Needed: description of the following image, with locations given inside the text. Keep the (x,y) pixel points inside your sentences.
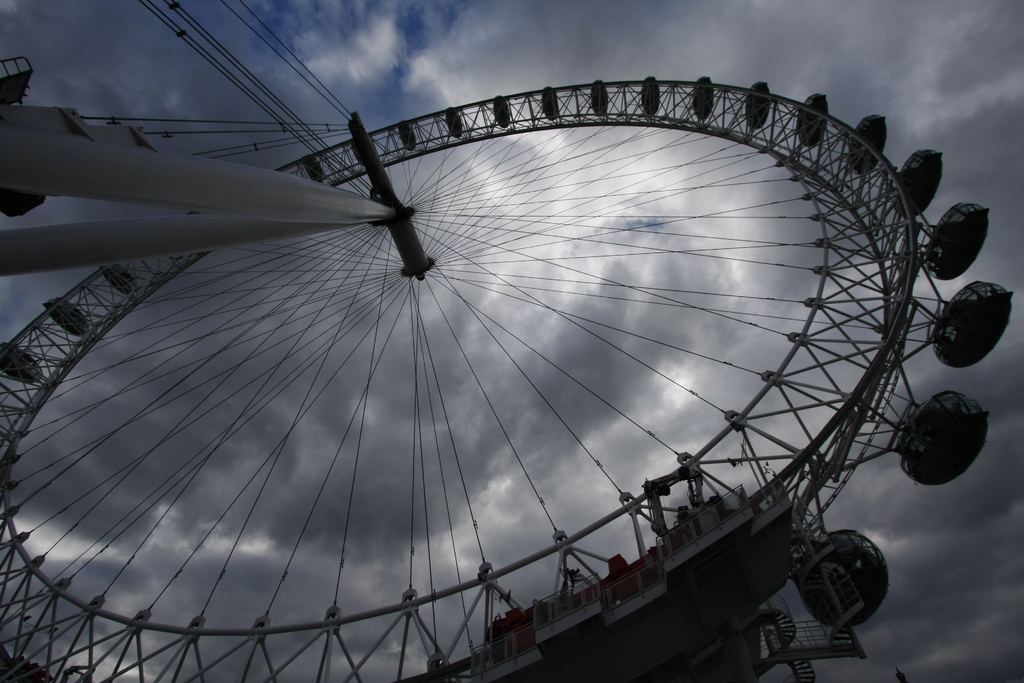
In this picture i can see a Columbus wheel (733,127) and a cloudy sky (408,46).
